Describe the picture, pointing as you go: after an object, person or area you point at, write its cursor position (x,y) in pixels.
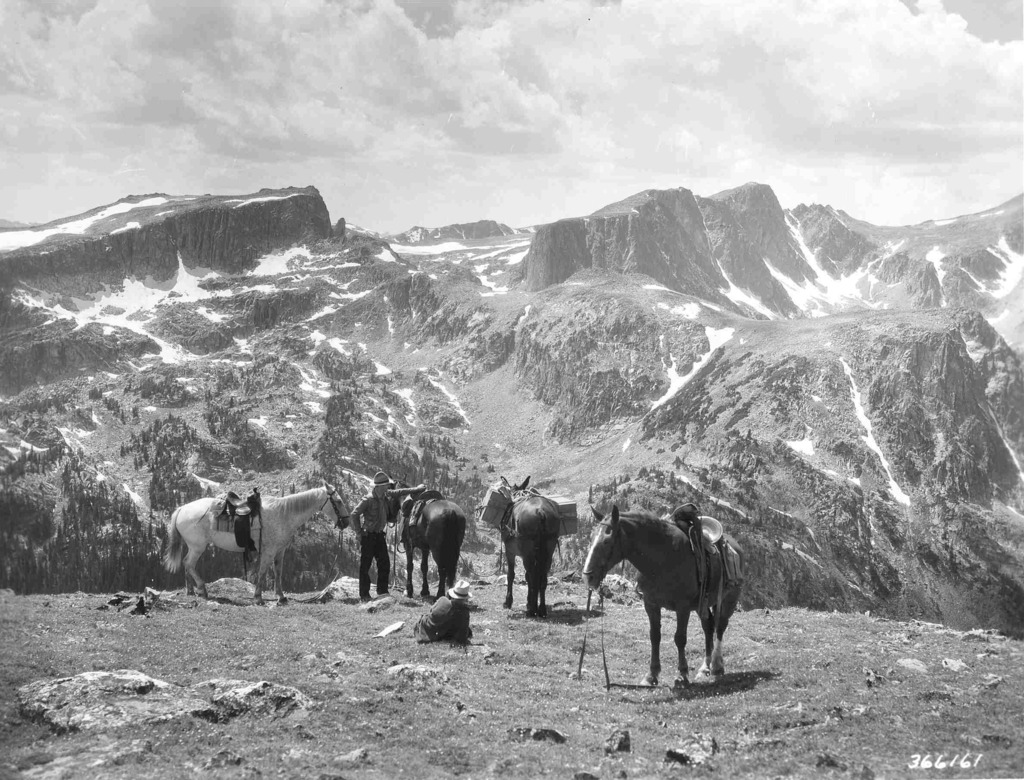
There is a person (359,525) standing and placing a hand (423,489) on the horse (442,515), on the grass (179,608) on the ground (165,612) of a hill (390,595), along with other three horses (738,595) which are on the ground (745,638) and a person (467,616) who is sitting on the ground (298,638). In the background (909,293), there are mountains (354,257) and there are clouds (609,93) in the sky (303,28).
